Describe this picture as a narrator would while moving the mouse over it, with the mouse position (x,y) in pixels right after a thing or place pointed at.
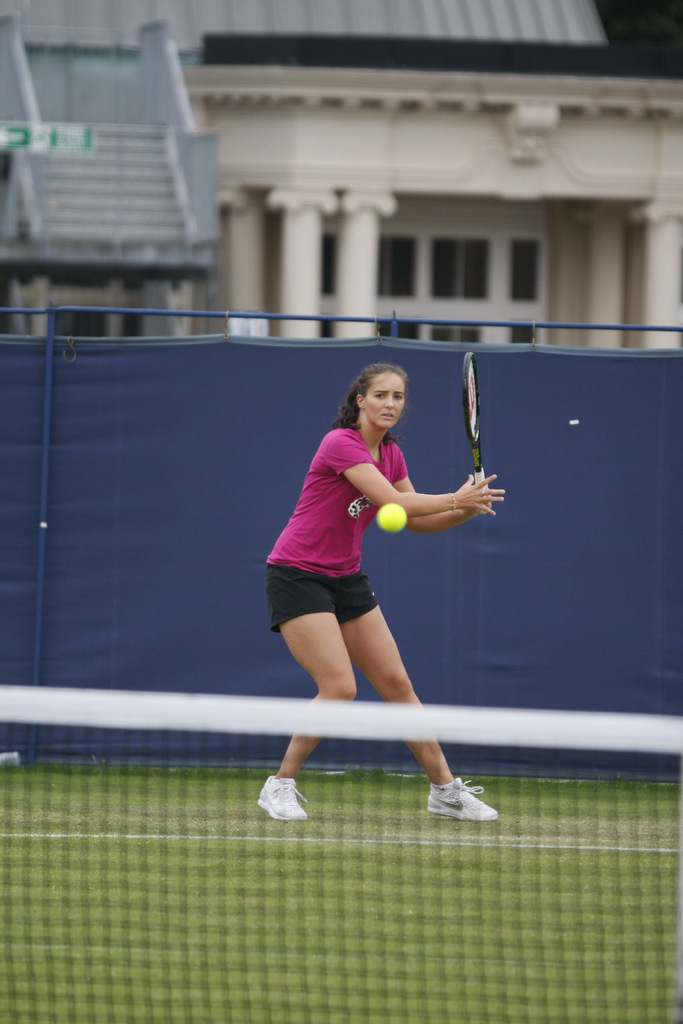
In this picture there is a girl (340,605) who is standing at the center of the image (451,507) and she is playing the tennis, it seems to be a playground (134,794) and there is a building (458,39) in the background (631,91).
